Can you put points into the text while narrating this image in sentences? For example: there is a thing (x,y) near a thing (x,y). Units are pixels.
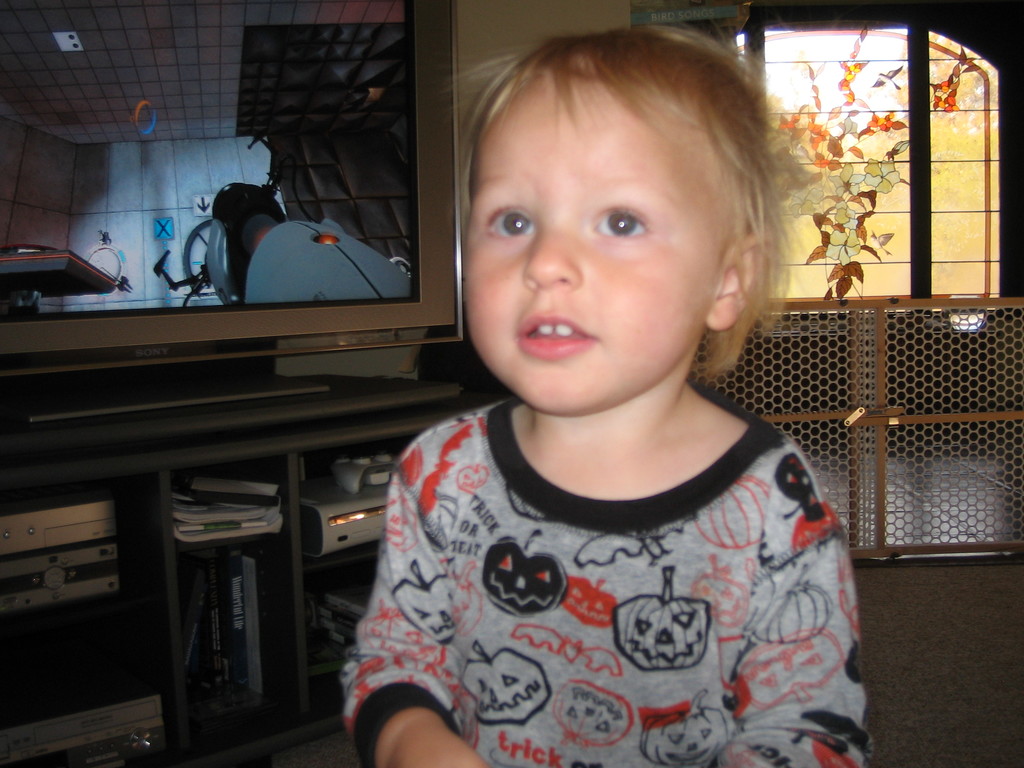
In the picture we can see a girl child (486,647) behind her we can see a desk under it we can see some electronic items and some books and on the desk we can see a television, beside it we can see a wall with a window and some designs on it and near to it we can see a railing wall (882,498).
